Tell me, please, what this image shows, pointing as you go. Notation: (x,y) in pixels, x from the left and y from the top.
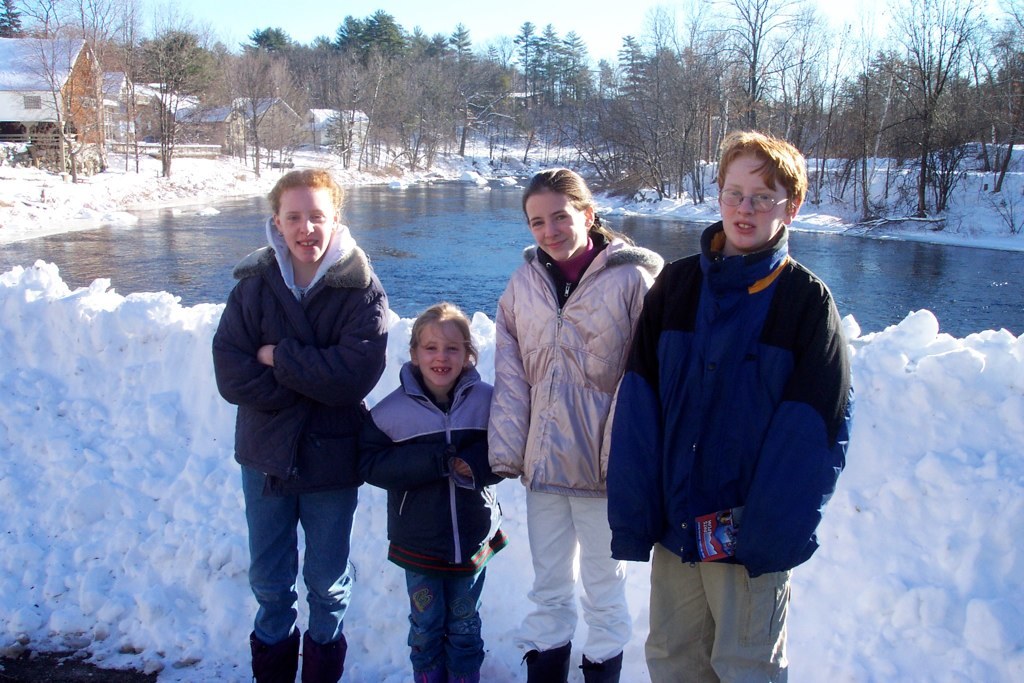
There are four people (307,296) standing, behind these people (292,384) we can see snow (159,336) and we can see water (120,286). In the background (935,57) we can see trees (554,72), houses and sky (537,8).
